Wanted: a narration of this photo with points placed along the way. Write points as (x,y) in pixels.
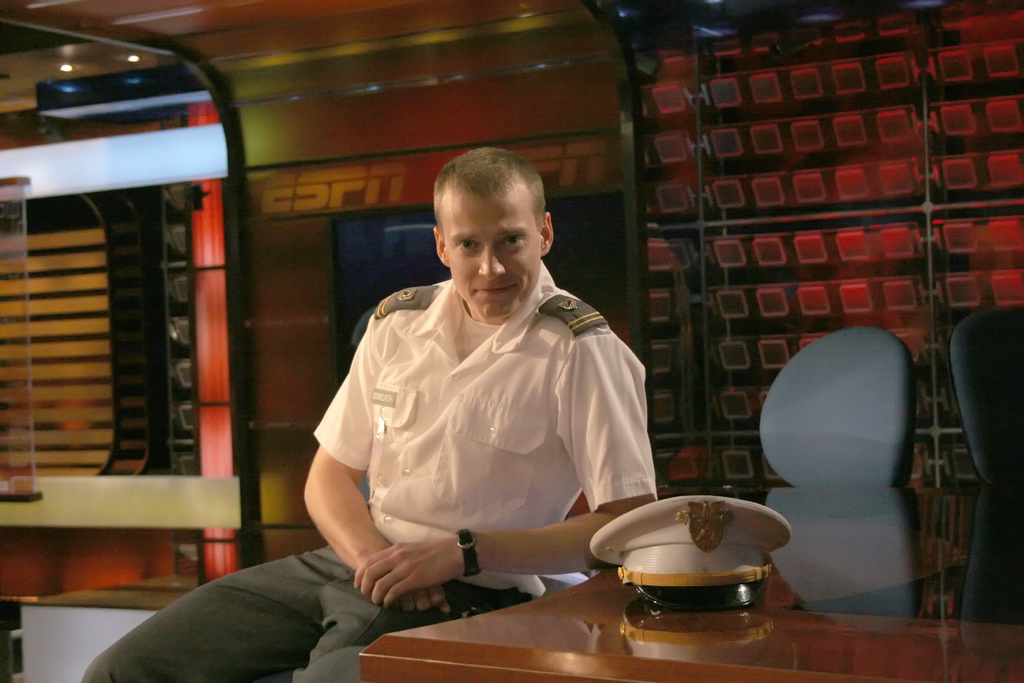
In this picture we can see a person (473,517) sitting on a chair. There is a cap (679,545) on a wooden table (811,598). We can see a few chairs (789,465). There are lights (92,153) visible on top.
